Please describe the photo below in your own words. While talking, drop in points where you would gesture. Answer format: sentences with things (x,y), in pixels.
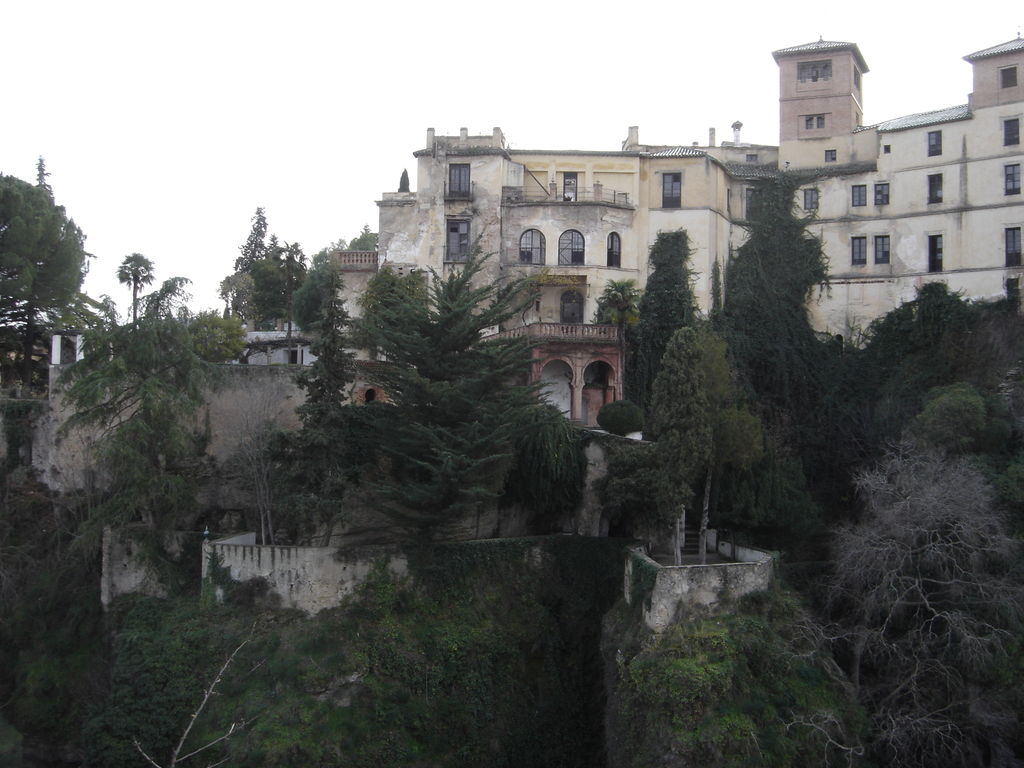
Here we can see trees (911,765), buildings (555,356), and windows (612,263). In the background (457,107) there is sky (438,66).
